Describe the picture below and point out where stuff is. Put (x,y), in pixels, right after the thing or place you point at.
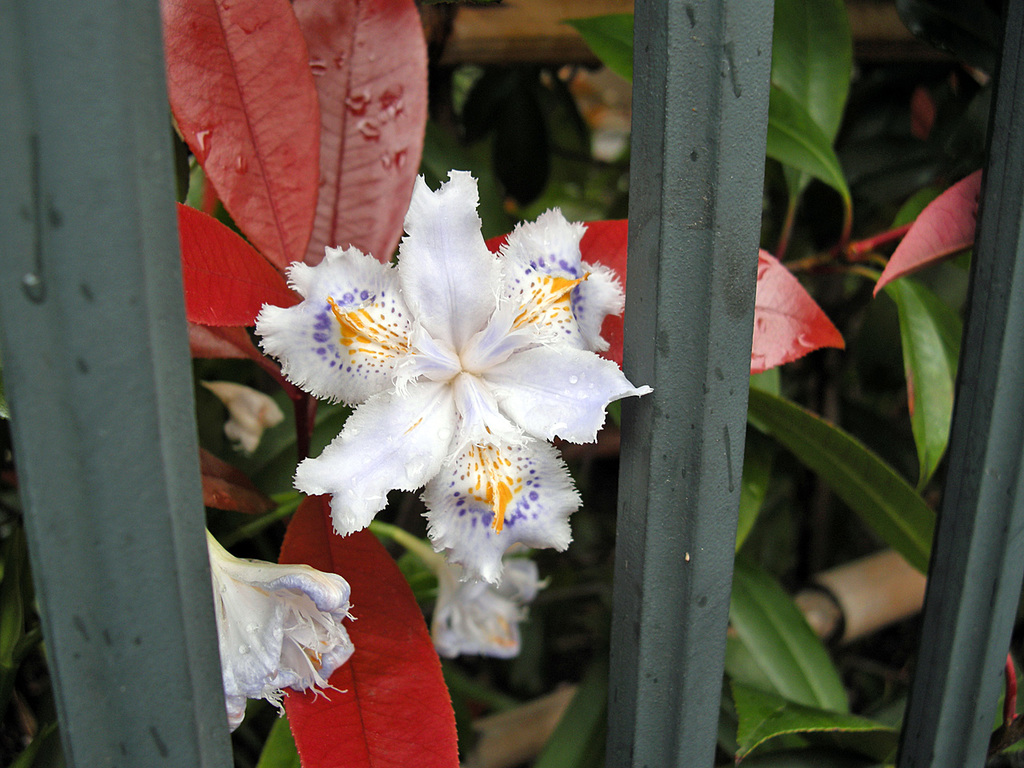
In this image in the middle (483,470) there are flowers (420,450), leaves (626,225), plants (364,654). In the foreground (688,322) there are iron poles (703,351).
